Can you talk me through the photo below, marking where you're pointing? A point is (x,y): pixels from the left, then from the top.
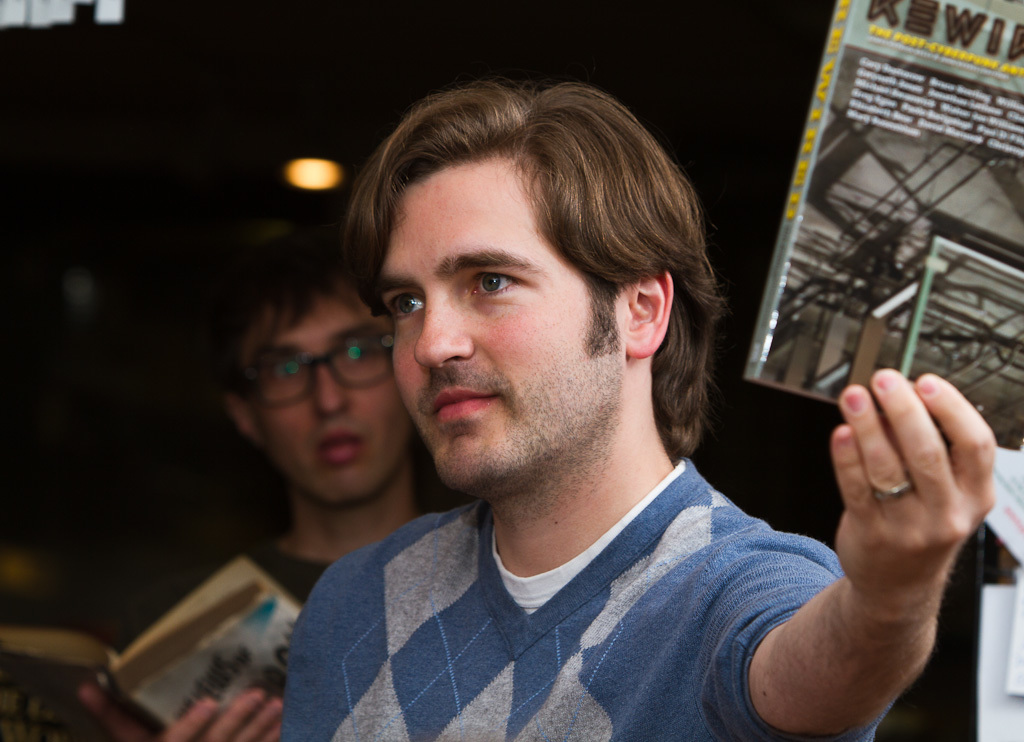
In the foreground of the picture (586,494) we can see a person (842,652) holding a book (880,299). In the middle (353,323) there is another person (275,540) holding book (223,628). The background (918,710) is dark. On the right (992,617) there are some objects (1004,619).
